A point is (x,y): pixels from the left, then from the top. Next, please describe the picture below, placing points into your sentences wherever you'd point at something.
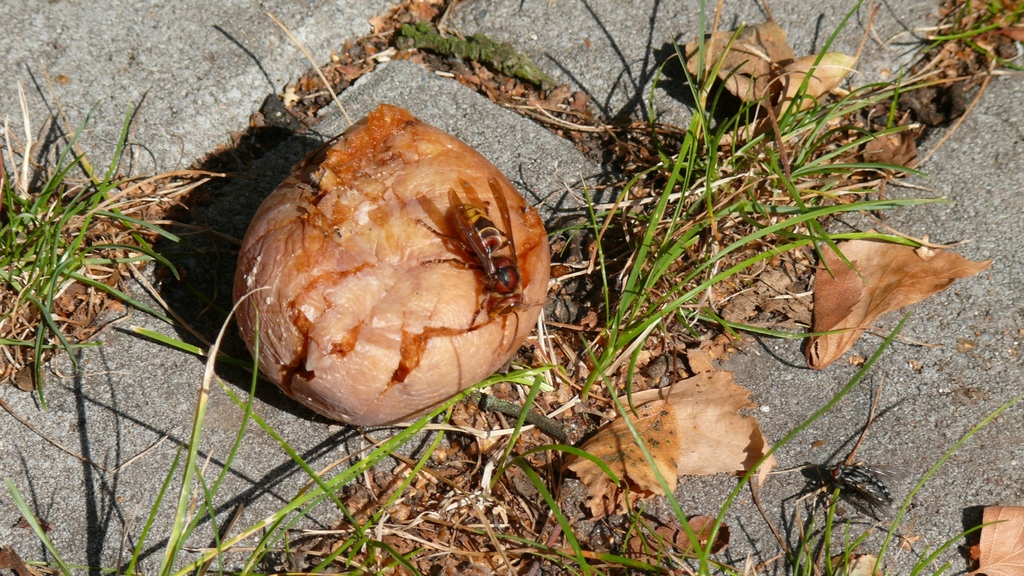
In this picture I can observe an insect (491,263). There is some grass (67,258) on the ground (723,239). I can observe some dried leaves (746,66).
